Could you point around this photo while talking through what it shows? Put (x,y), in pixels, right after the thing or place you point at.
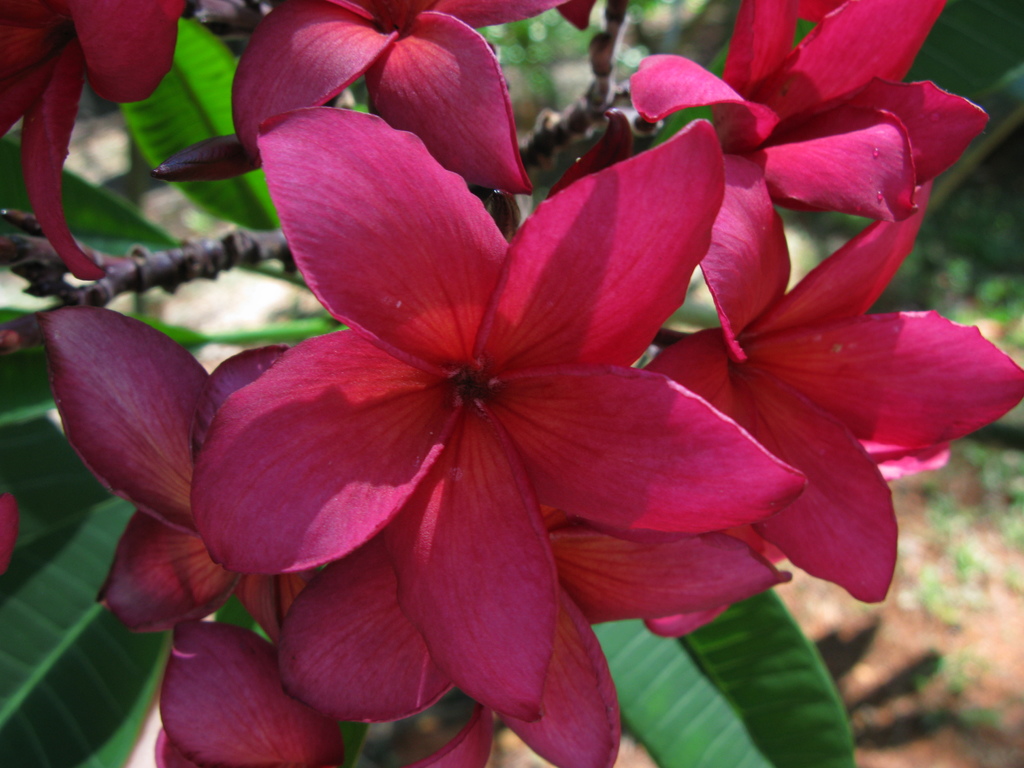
These are the beautiful pink color flowers (632,388), behind them there are leaves (5,394) of the trees (44,539).
